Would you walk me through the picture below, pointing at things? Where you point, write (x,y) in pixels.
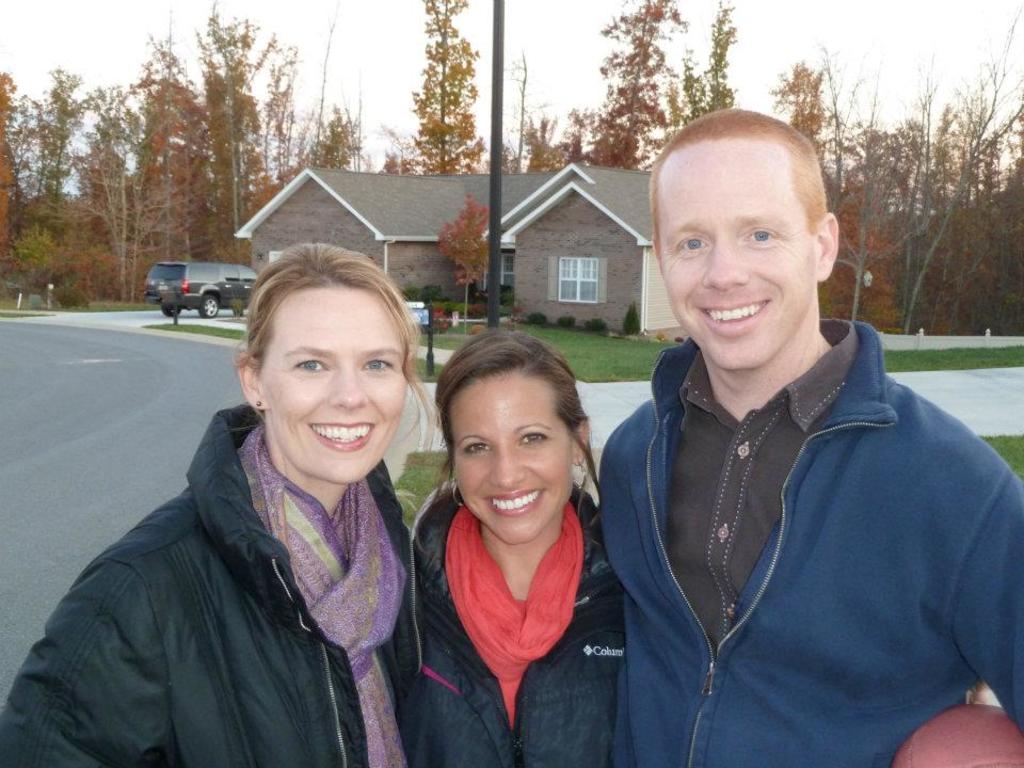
In the image there are three people (414,560) standing and posing for the photo, they are smiling and behind them there is a house (379,217), a vehicle (147,282), a pole (494,198) and in the background (187,124) there are many trees (953,181).
